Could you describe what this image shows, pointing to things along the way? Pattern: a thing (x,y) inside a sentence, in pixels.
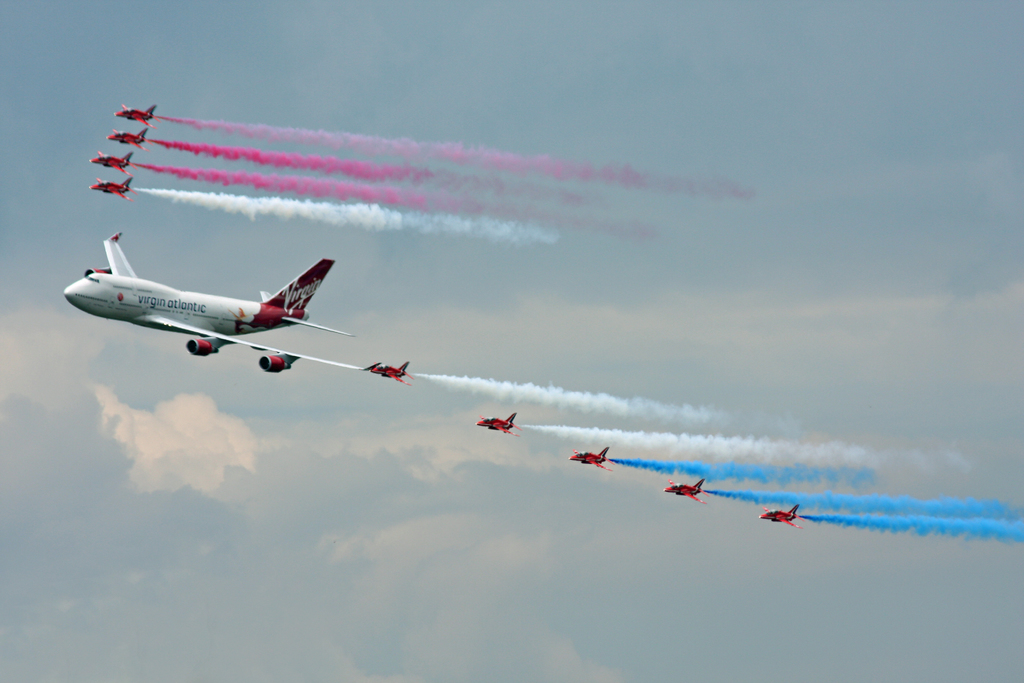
In the image we can see there are aeroplanes (285,290) flying in the sky (263,252) and they are releasing colourful smoke (898,521) in the air (415,255).
